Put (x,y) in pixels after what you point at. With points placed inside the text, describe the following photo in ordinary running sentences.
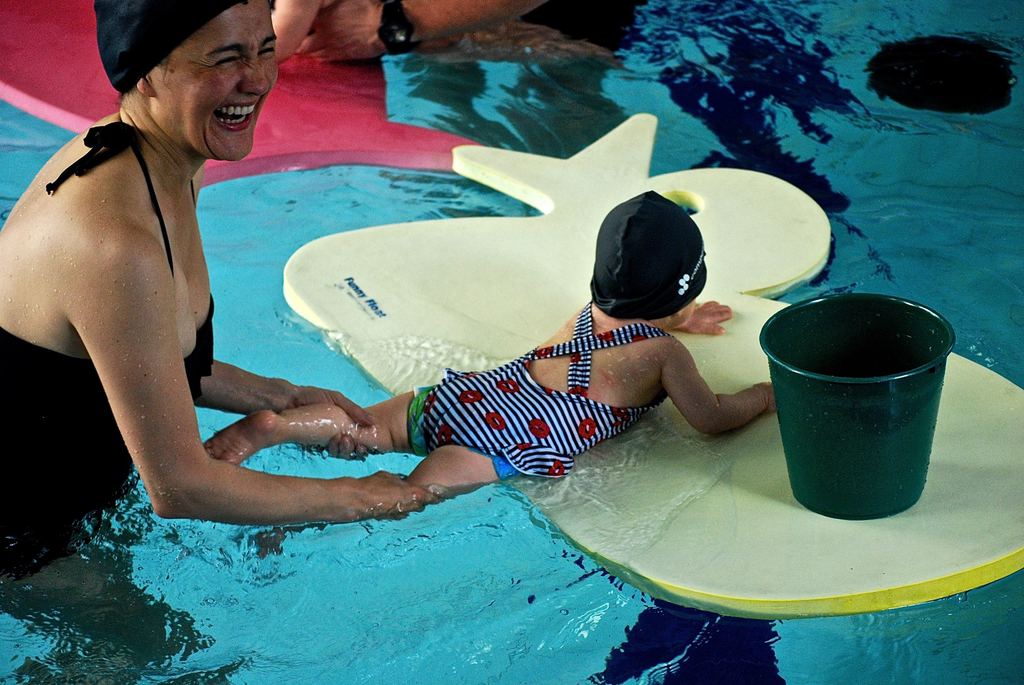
In the picture we can see a swimming pool (523,527) and a woman (56,514) standing in it and holding a baby leg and she is on some plank (974,419) and beside her we can see a bucket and in the background (335,43) also we can see a person (349,47) in the pool (837,29).
